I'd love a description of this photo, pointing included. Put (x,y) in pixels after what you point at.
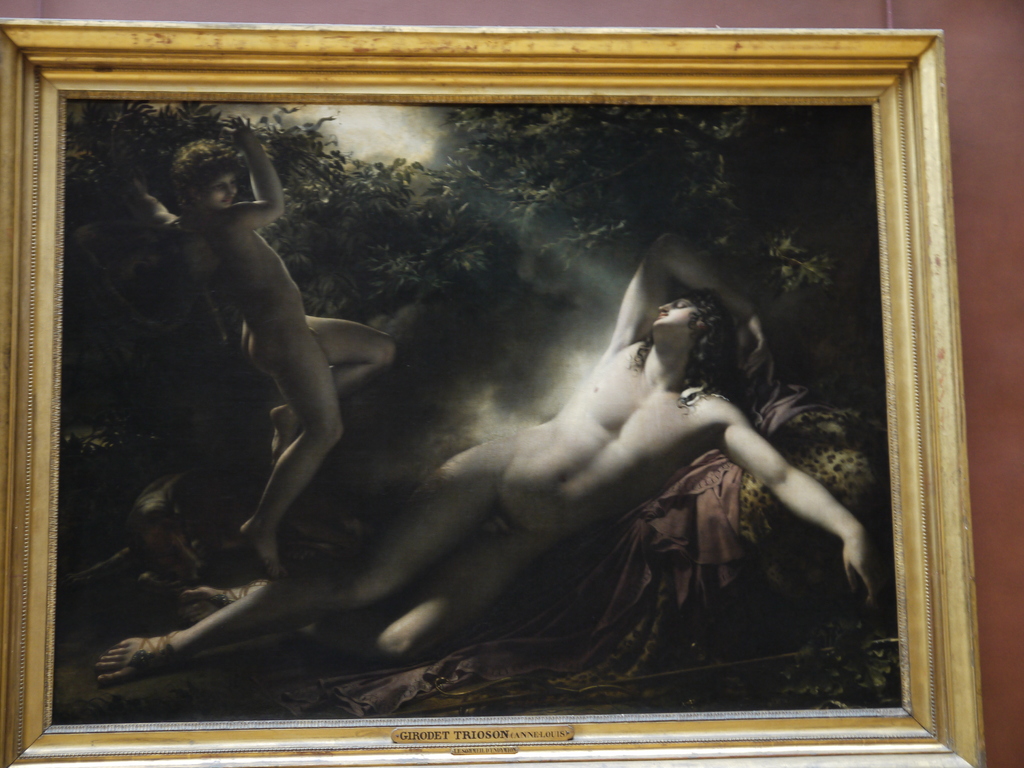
In this image I can see a frame (710,36) attached to the wall (710,19), in the frame (659,33) I can see two persons (216,287) and few trees (386,268).
